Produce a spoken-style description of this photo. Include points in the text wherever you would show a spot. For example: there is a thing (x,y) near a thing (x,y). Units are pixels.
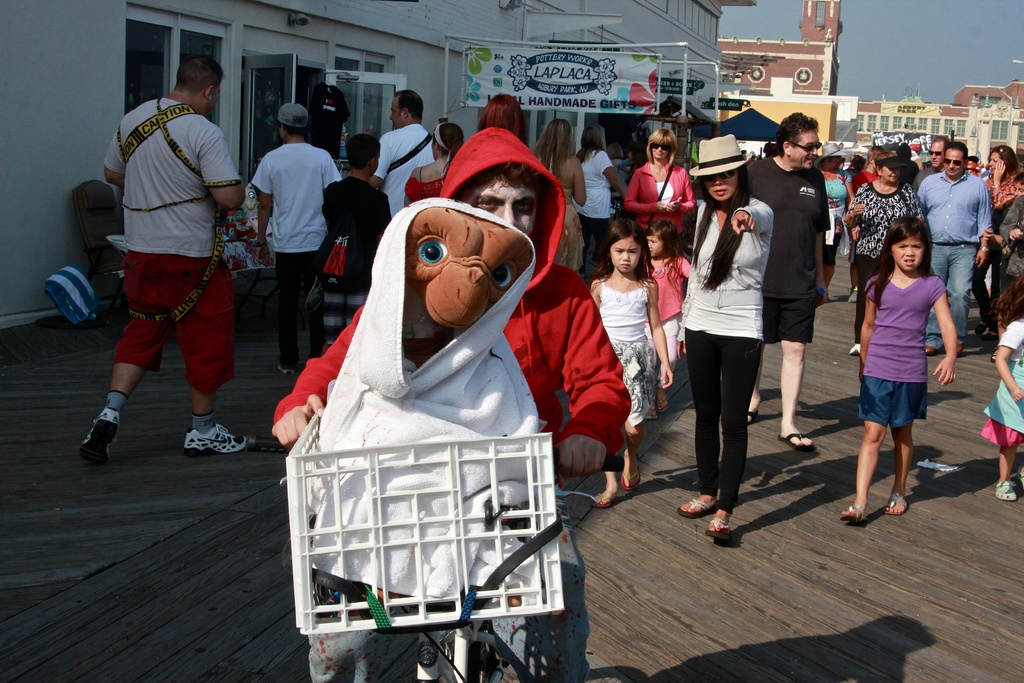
In this image there is a man (569,376) cycling by keeping a doll (405,374) in the basket (392,455). There is a paint (500,200) on his face (523,198). In the background (516,109) there are so many people (852,205) who are walking on the floor (808,419). On the left side (299,86) there is an entrance (349,118). In the background (760,94) there are so many buildings (936,115). At the top (928,41) there is the sky (908,34). There is a banner (569,71) in the middle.
